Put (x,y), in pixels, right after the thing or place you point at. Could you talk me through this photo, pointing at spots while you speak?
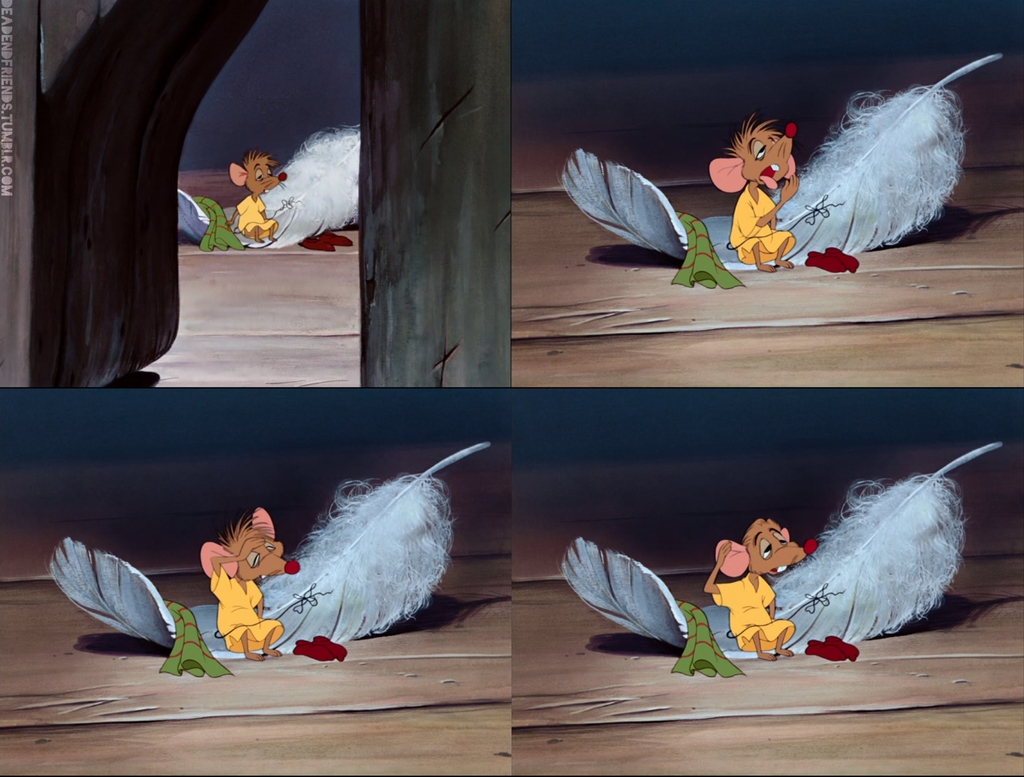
It is a collage. In this image there is a depiction of a mouse (234,576) on the feather (314,567). Beside the mouse (221,619) there are clothes (308,645). At the bottom of the image (309,730) there is a wooden floor (310,703). On the top left of the image (5,83) there is some text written on the image.
